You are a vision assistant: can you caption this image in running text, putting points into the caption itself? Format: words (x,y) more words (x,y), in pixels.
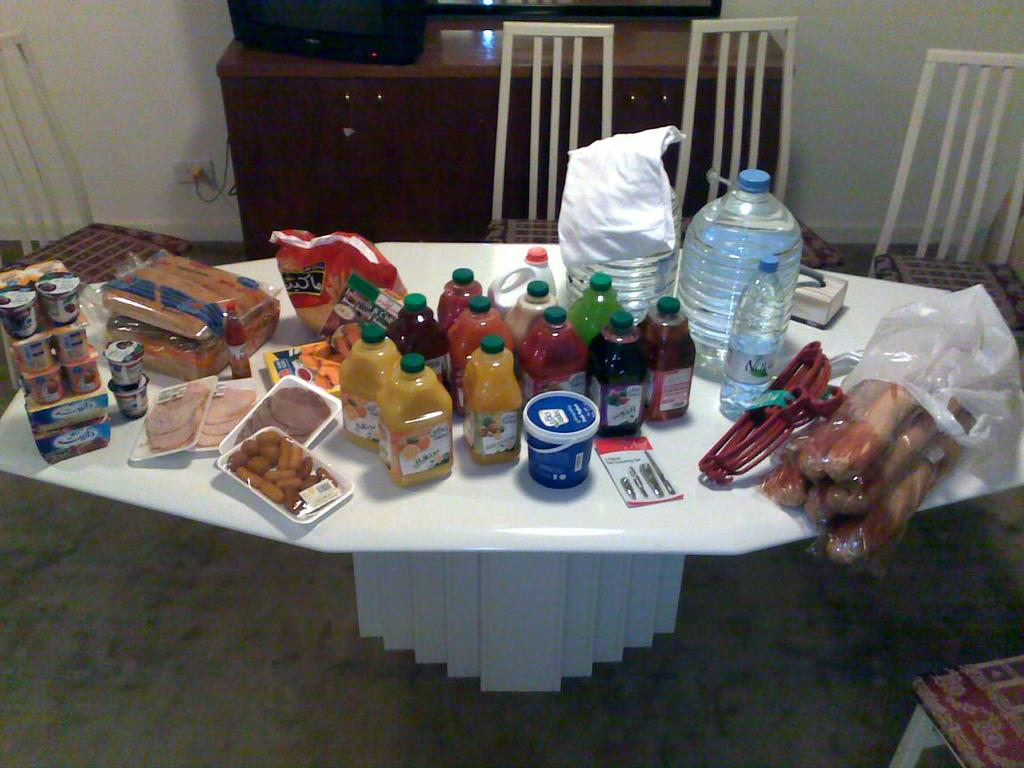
On the table (458,474) bottle (440,446), food (264,460), hangers (725,473) are present and near the table (851,307) chairs (534,145), television (386,28) is present.
